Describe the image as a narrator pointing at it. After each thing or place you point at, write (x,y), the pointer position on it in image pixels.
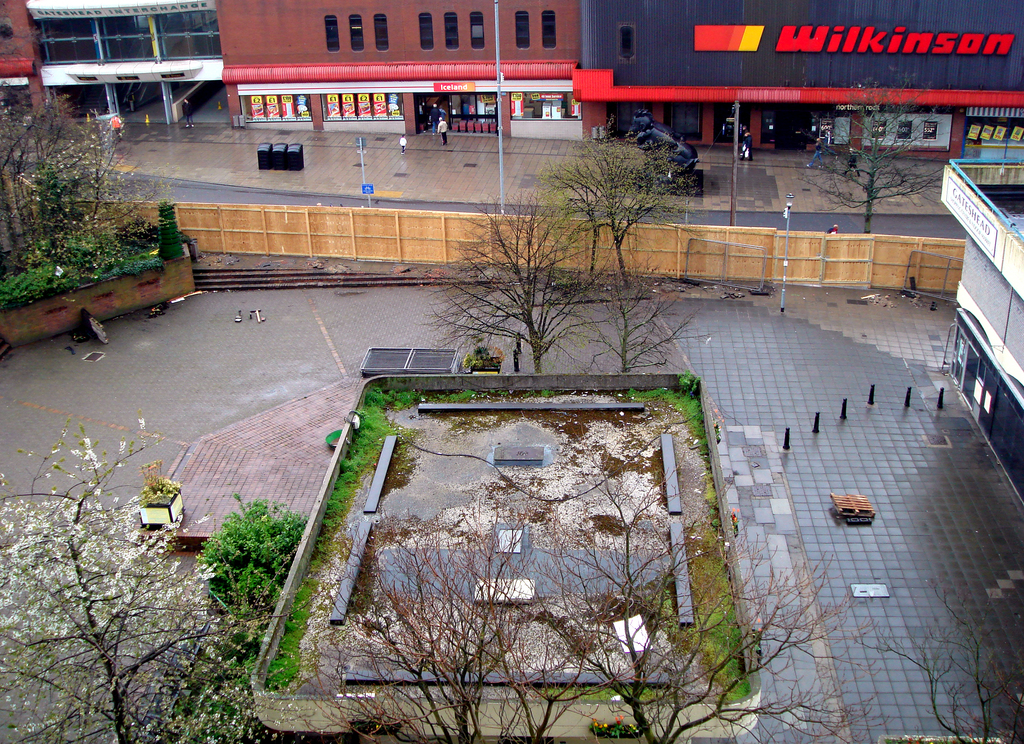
In this image, we can see trees (647,701), plants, walkway (855,405), poles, stairs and fence (647,259). On the right side (997,329) and top of the image (521,99), we can see buildings (714,53) and walls (294,31). Here we can see the road (188,183), walkway (452,159), people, poles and posters (905,130).
